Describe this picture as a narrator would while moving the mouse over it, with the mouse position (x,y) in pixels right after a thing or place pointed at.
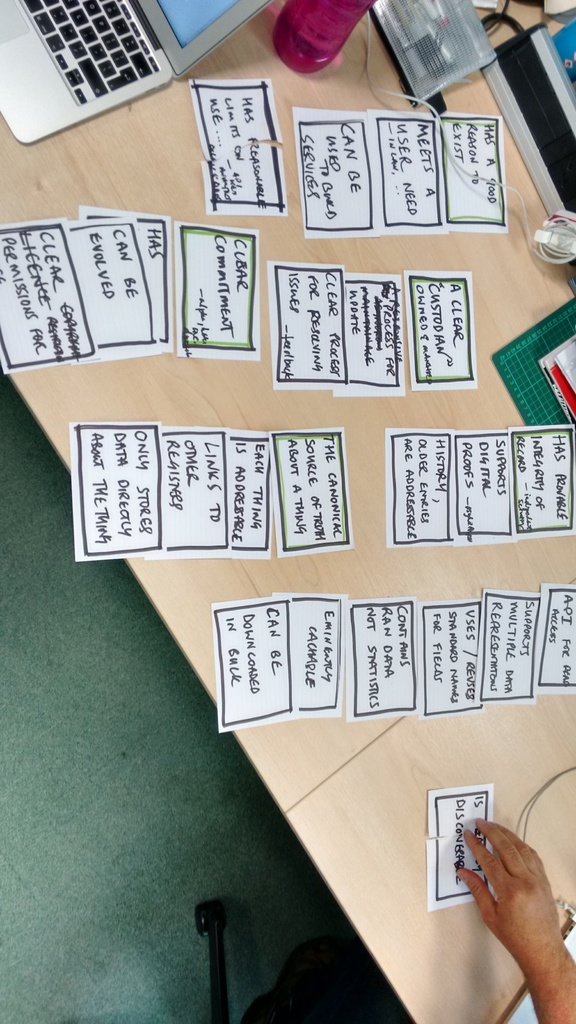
In this picture I can see the papers (289,632), water bottle (365,7), cables (426,104), laptop (246,21) and other objects (439,48) on the table (557,756). In the bottom right corner (519,869) I can see the person's hand (547,1020), beside him there is a chair (303,992).
